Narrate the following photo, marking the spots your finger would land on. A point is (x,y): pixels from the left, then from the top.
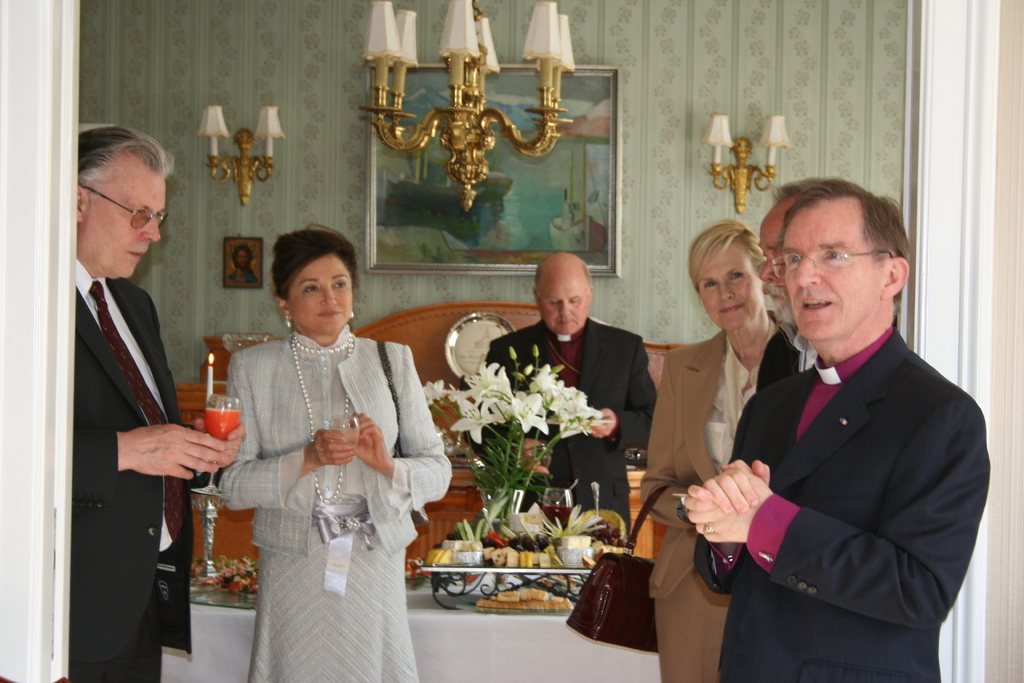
In the picture I can see people (556,466) are standing among them some are holding glasses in hands (310,454). In the background (381,230) I can see a photo frame (444,220), lights (454,104), and some other objects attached to the wall (626,224). I can also see a table (494,645) which has food items (449,540), flowers (517,485) and some other objects (480,597) on it.
